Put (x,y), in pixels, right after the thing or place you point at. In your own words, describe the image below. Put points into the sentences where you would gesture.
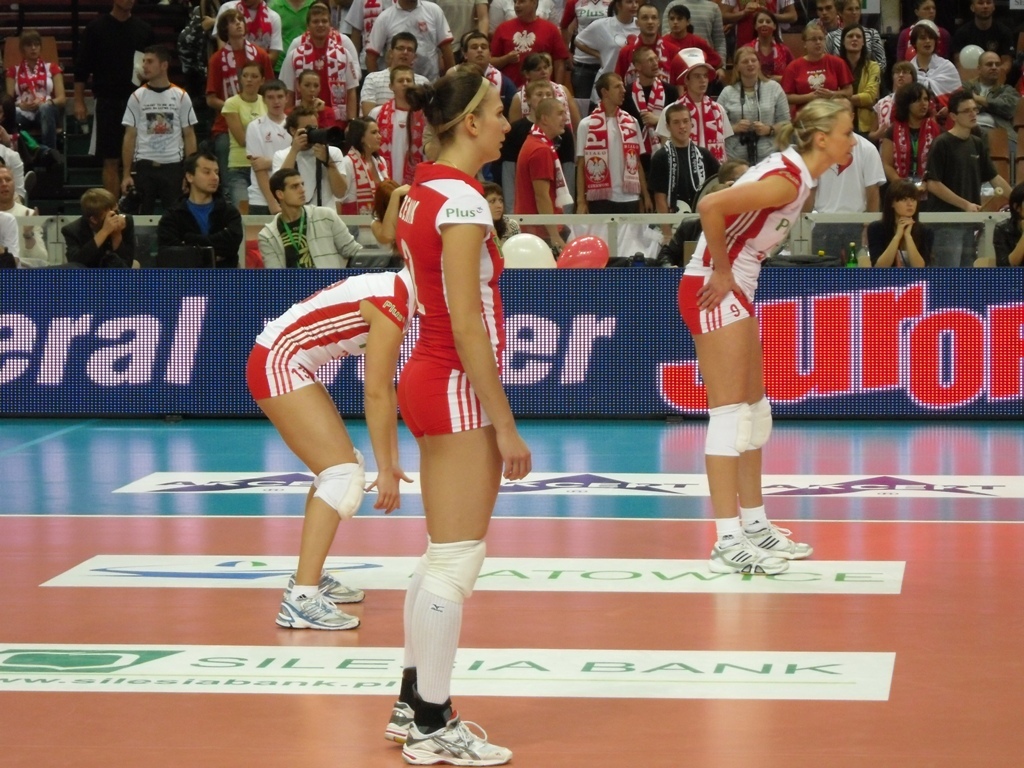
There is a woman (476,404) standing on the floor (465,680) near a woman (309,590) who is bending. On the right side (747,245), there is another woman (719,216) who is slightly bending and standing in the court (906,660). In the background (841,328), there is a violet color hoarding (267,289). Beside this hoarding (934,283), there are persons (919,253) in different color dresses (367,18) standing and watching the players (296,341).
